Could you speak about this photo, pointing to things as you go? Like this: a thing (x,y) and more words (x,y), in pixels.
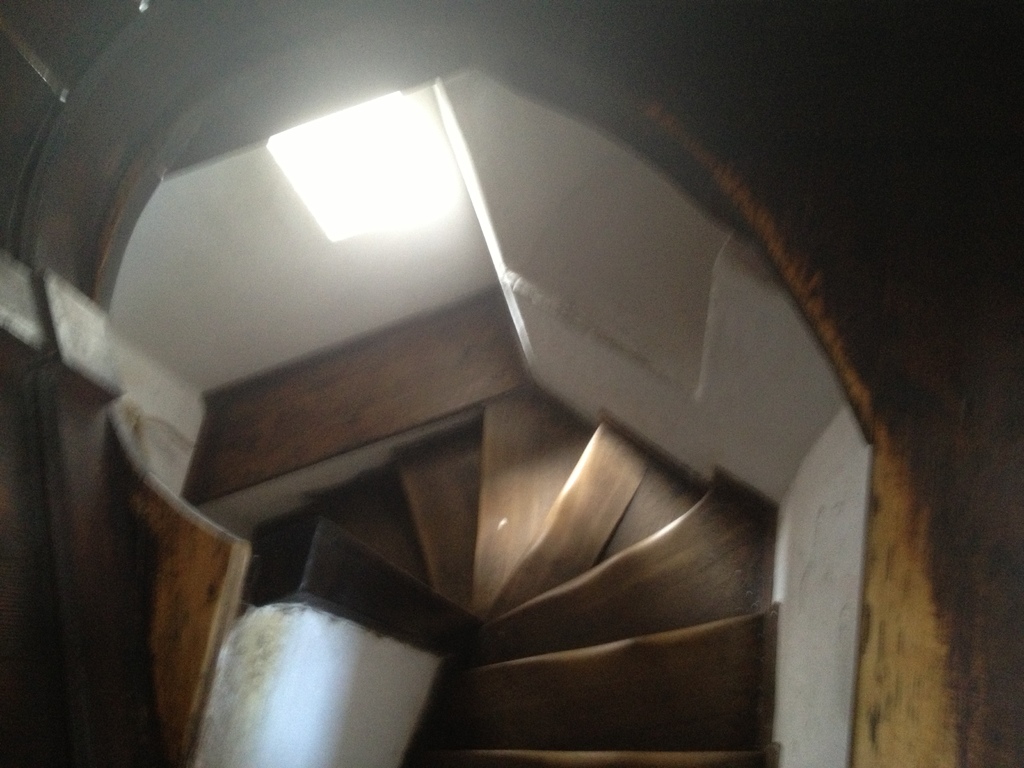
In the foreground of this image (844,686), there is wall (621,289), stairs (539,550) and a light (411,168).
